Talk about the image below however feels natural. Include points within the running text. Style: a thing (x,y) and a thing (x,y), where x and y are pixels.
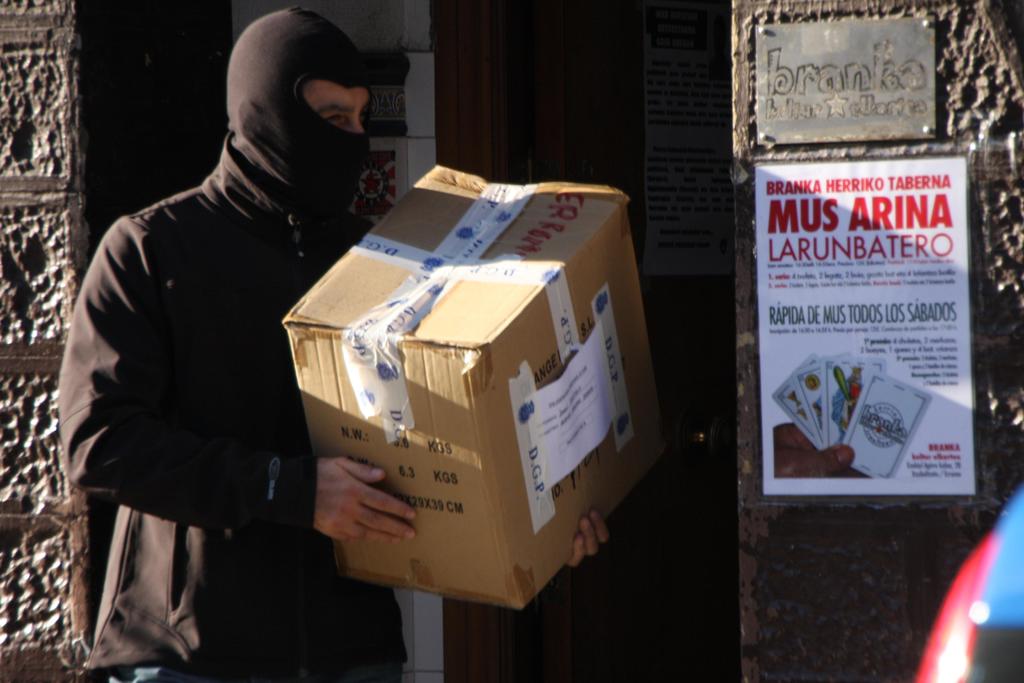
In this picture there is a man (118,605) standing and holding a cardboard box (355,313) and wore mask (315,201). We can see board (863,49) and poster (803,321) on the wall (948,67). In the background of the image (659,99) we can see a poster (702,89).
